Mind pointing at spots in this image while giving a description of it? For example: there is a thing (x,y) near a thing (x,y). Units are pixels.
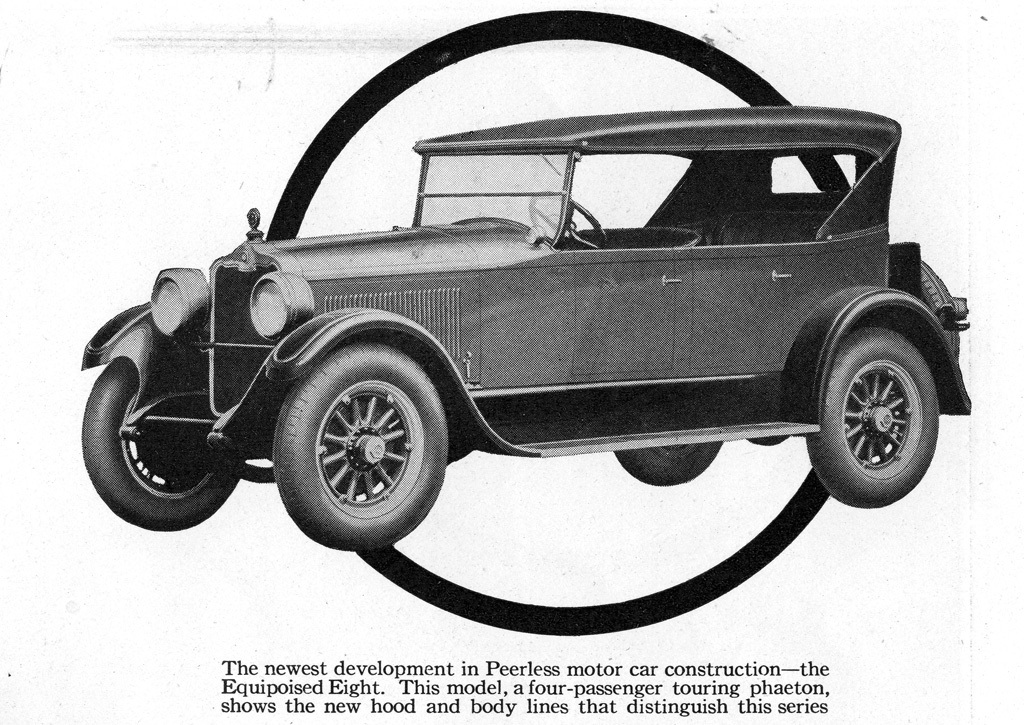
This is a black and white image of a car (99,413), below the car (958,336) there is a text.
